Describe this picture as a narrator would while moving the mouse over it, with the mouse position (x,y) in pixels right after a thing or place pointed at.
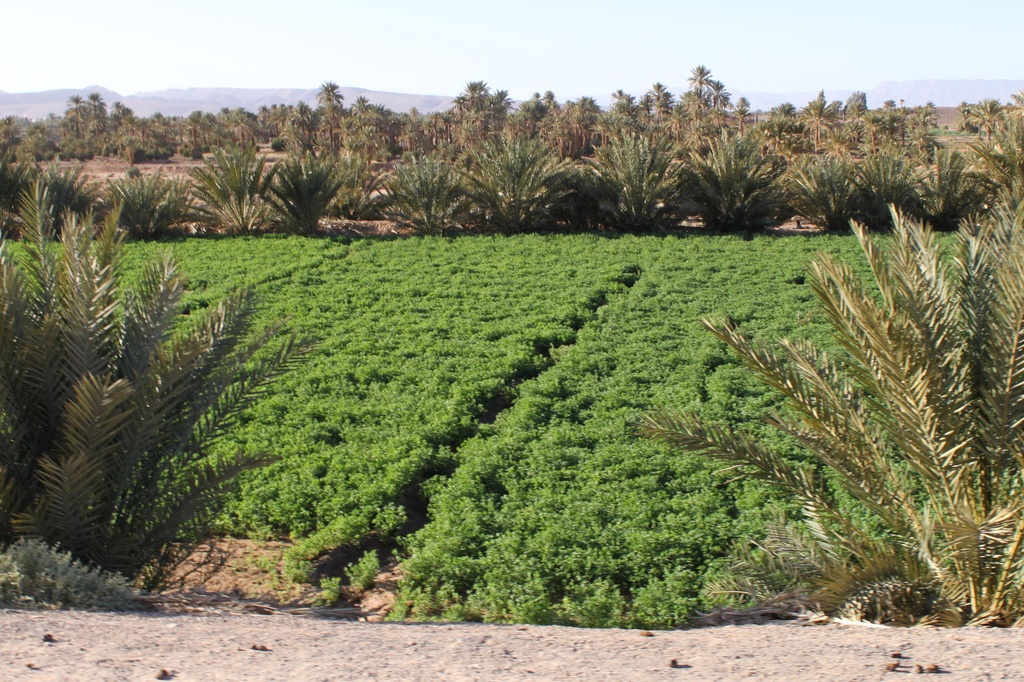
In this picture we can observe plants (380,370) on the ground (385,297). There are some trees (330,134) in the background (435,144). We can observe a sky (394,52).
